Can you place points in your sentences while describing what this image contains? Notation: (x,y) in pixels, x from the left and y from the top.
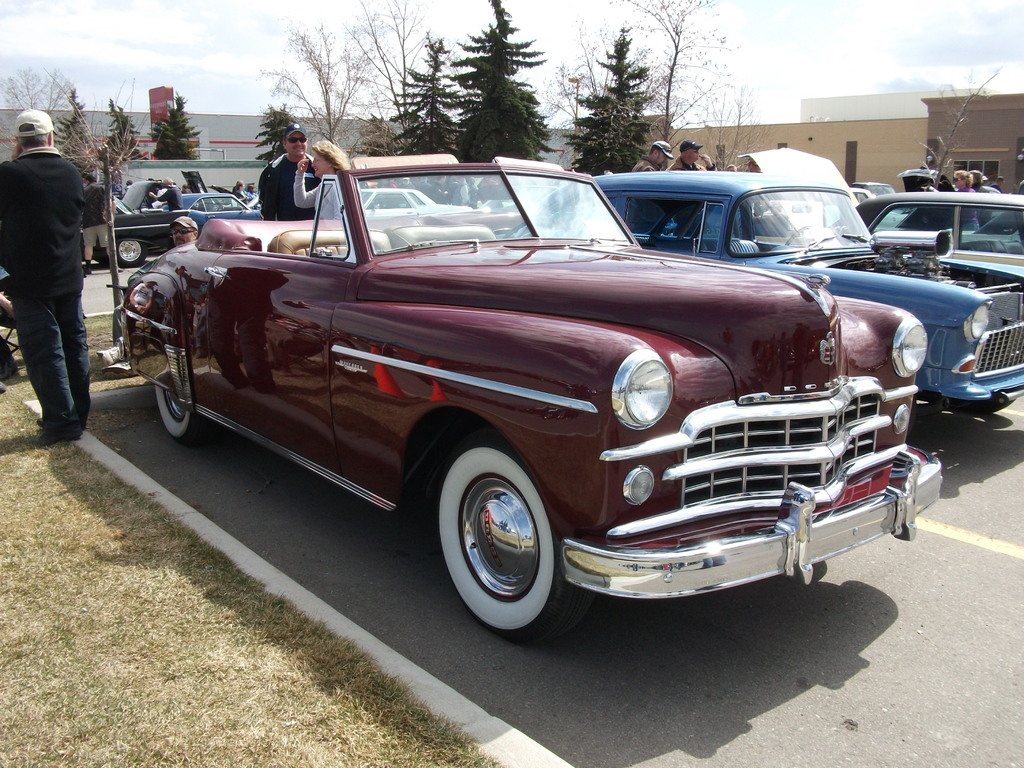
In the image we can see there are many vehicles (477,326) of different colors. There are even people (10,200) wearing clothes (15,221), we can even see trees (374,126), grass (212,590) and the cloudy sky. We can even see the road (851,629) and the buildings (812,142).
